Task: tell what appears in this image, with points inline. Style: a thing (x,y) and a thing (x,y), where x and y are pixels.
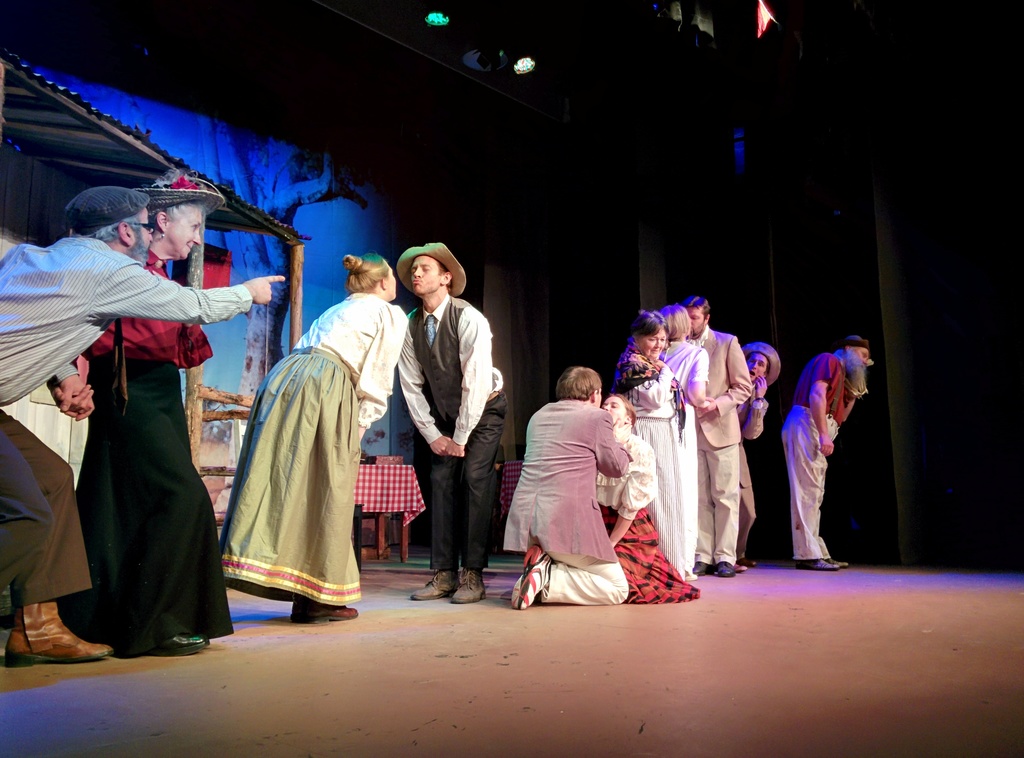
In this picture, we see people (127,456) performing on the stage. Behind them, we see a shed (11,152) and a table (356,487) which is covered with red color cloth (396,492). Behind that, we see a banner (275,178) in blue color. On the right side (734,122), it is black in color and this picture might be clicked in the dark.
